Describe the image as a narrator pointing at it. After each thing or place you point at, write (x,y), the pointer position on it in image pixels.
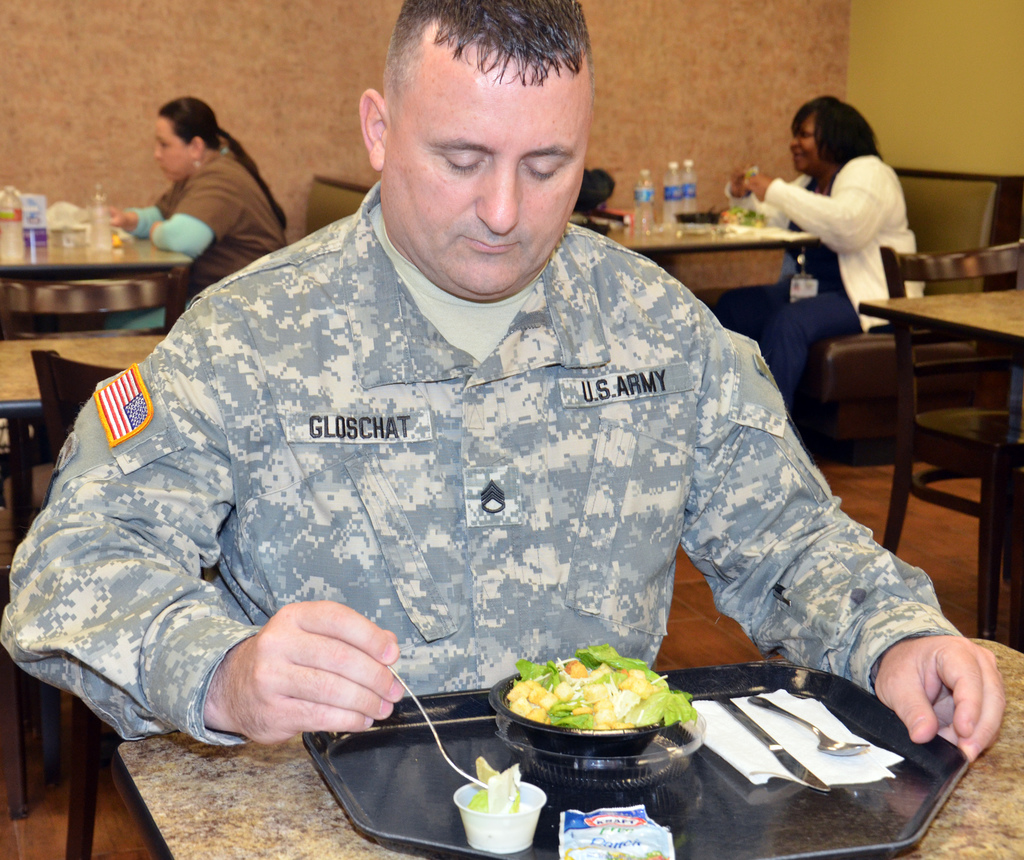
This image is clicked in a restaurant (14,127). Where there are so many tables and three people (563,231) are sitting on three tables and chairs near the tables (227,859). The person (869,141) who is sitting on the right side (860,205) is wearing white sweater (863,228) and the table (709,229) consists of bottles (648,226) plates (728,225) and bowl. The person (214,271) who is sitting to the left side (261,195) is wearing brown color shirt (234,173), a person (240,274) who is sitting in the middle (640,322) is wearing army dress (585,628). He has tray (370,771) in front of him bowl (636,668), spoon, knife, tissue (759,782) he is holding fork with his hand (381,716).
